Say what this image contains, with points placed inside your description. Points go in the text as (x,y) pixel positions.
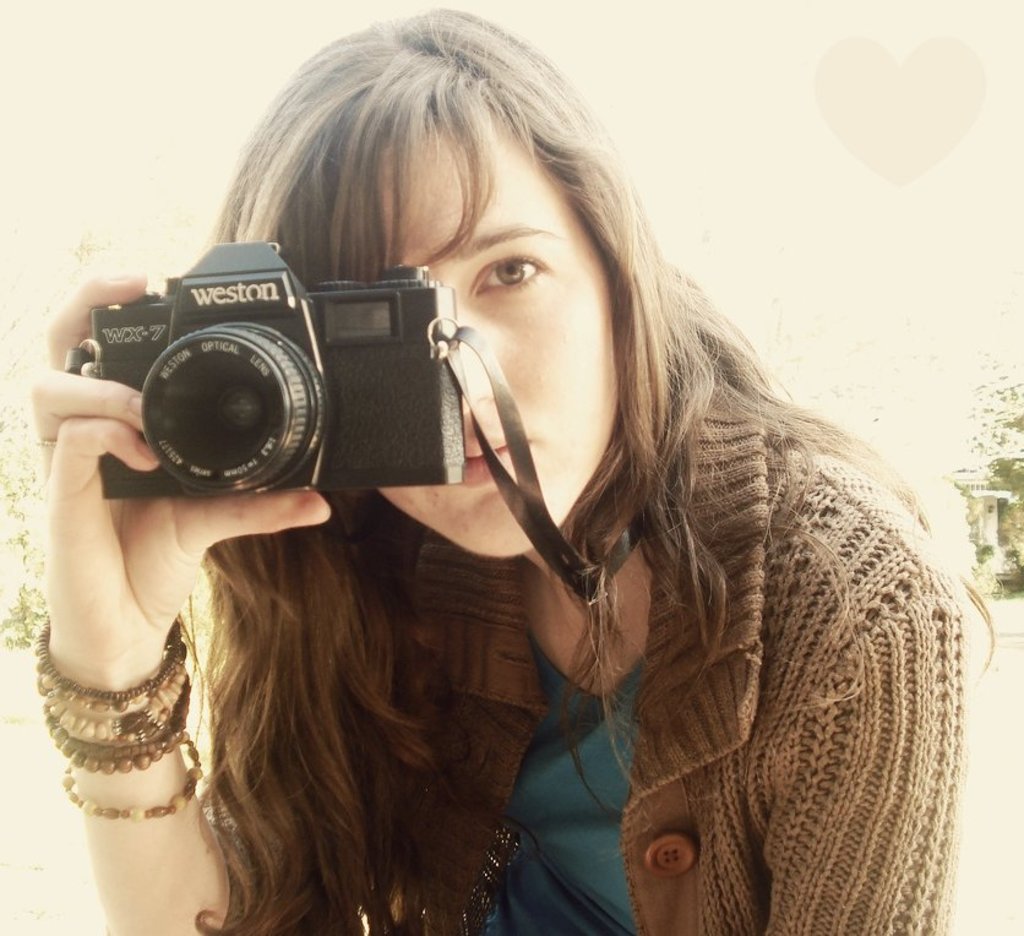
As we can see in the image, there is a woman (476,160) holding camera (369,442).
